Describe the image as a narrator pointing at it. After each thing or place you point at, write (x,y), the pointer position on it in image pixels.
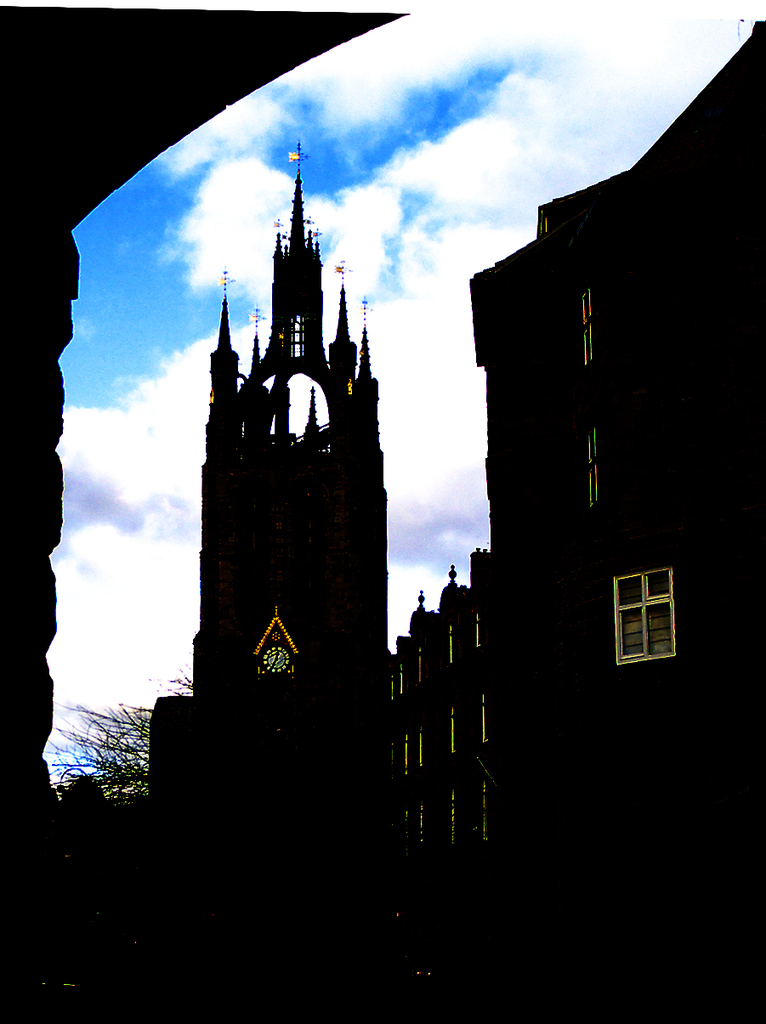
In this picture there are buildings (678,548) and there is a clock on the wall (239,594) and there are trees (107,767). At the top (131,282) there is sky (135,328) and there are clouds (229,251).
